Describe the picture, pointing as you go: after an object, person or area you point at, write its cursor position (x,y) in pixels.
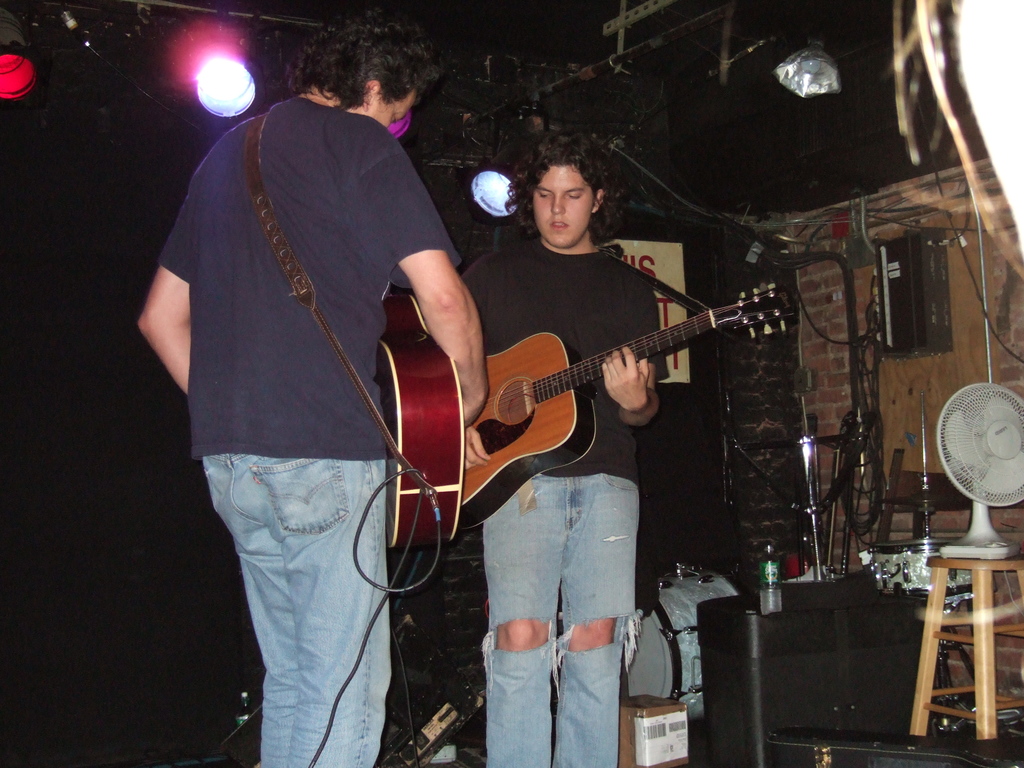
In this image, there are two persons (368,658) standing in the foreground of the image (328,112) and holding a guitar (488,359) in their hands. In the right bottom of the image (988,688), there is a stool (916,705) on which table fan (965,555) is kept. Beside that there is a table (856,647) which is black in color on which bottle (771,598) is kept, beside that the drum (680,624) is there. In the middle of the image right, there is a wall brick (996,305) on which box (911,350) is visible. On the top (244,88) there is a light (250,81) attached. The picture looks as if it is taken inside the hall (84,204) during night time.
